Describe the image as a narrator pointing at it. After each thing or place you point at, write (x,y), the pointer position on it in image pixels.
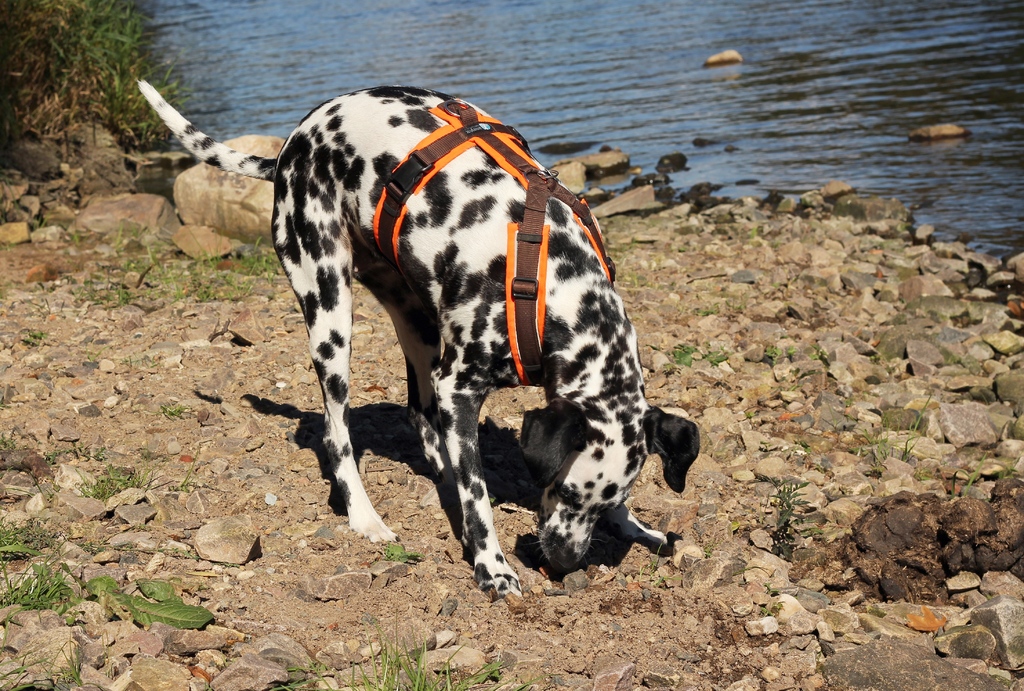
In this image in the foreground (465,101) I can see a dog (557,563) wearing a belt (441,106), there are many rocks (236,226) and in the background (518,119) we can see the water (594,135).
